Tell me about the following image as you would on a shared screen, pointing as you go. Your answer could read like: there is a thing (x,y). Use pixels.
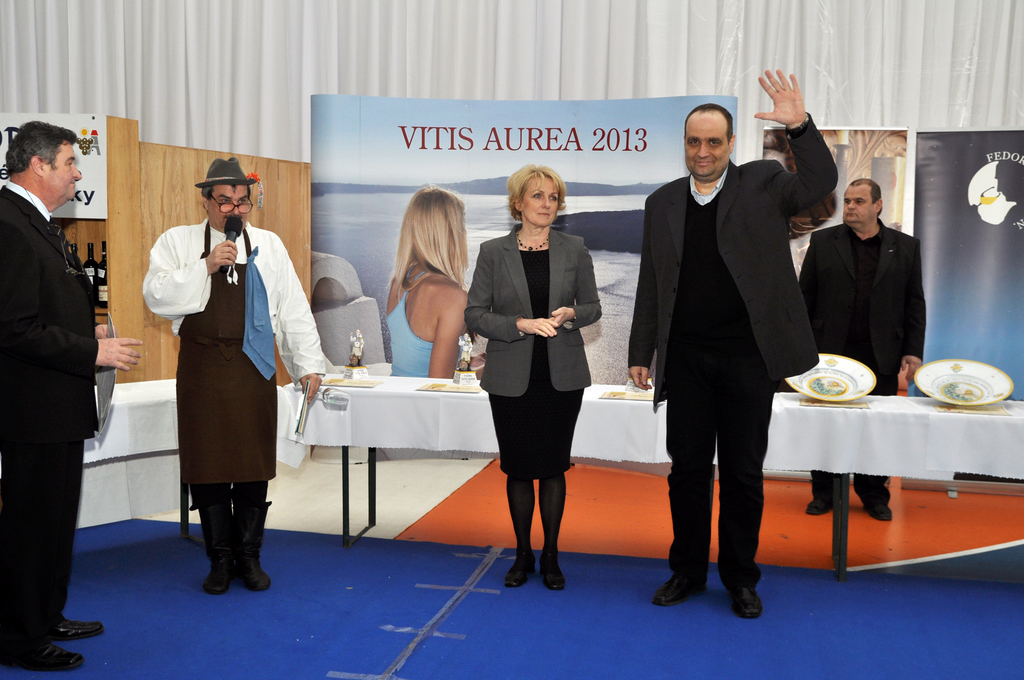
In this image there are few people (231,374) in which one of them holds a microphone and an object (299,417), there are a few trophies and plates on the table (879,444) and the table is covered with cloth (836,416), a curtain (262,24), a few posters (460,128) and bottles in the shelf (114,265).
